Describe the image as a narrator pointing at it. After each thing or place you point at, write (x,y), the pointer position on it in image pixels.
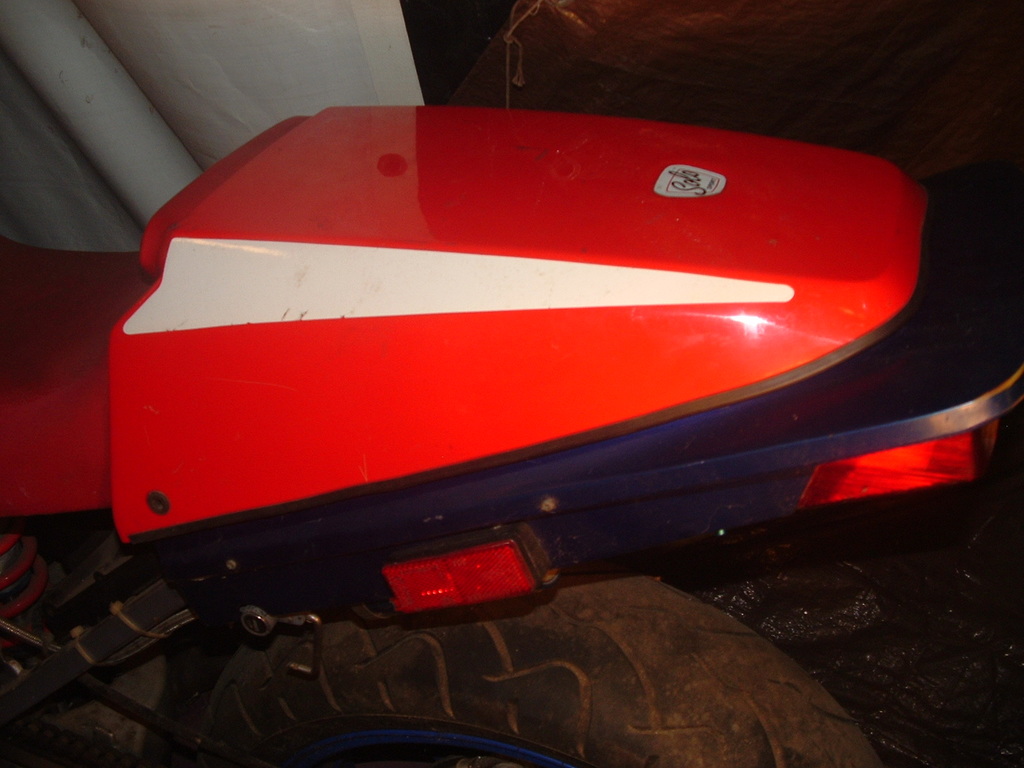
In this picture we can see back part of a motorcycle (339,650), pipe (109,72) and in the background (841,76) it is dark.
